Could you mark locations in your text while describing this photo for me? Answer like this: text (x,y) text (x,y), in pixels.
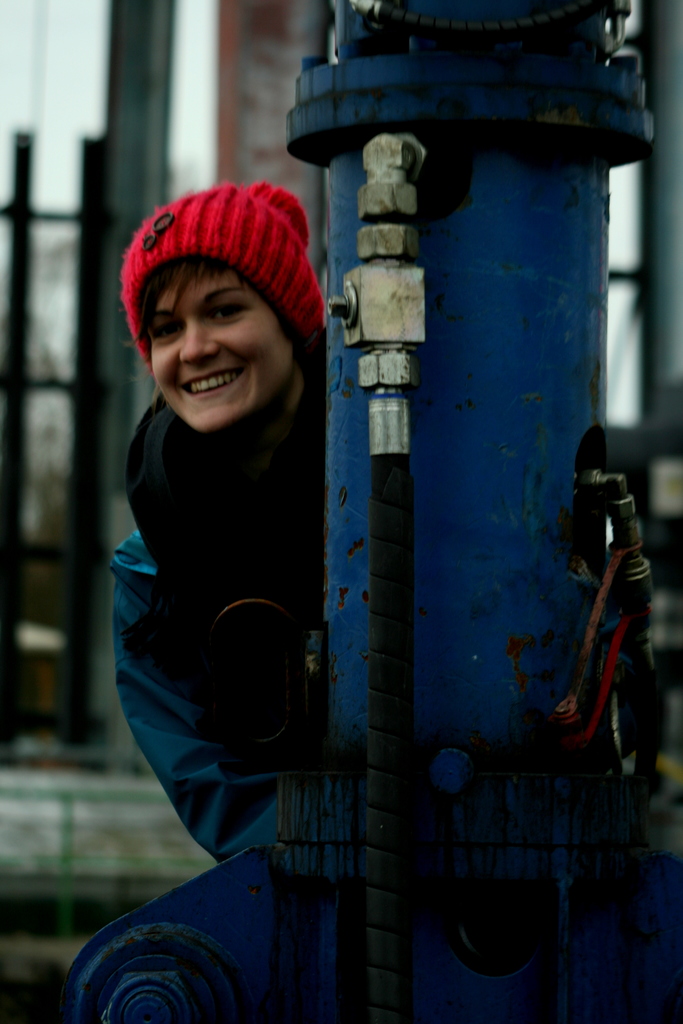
In this picture I can see a blue color thing (451,448) and behind it I see a woman (174,279) who is smiling and I see that it is blurred in the background (102,249).
